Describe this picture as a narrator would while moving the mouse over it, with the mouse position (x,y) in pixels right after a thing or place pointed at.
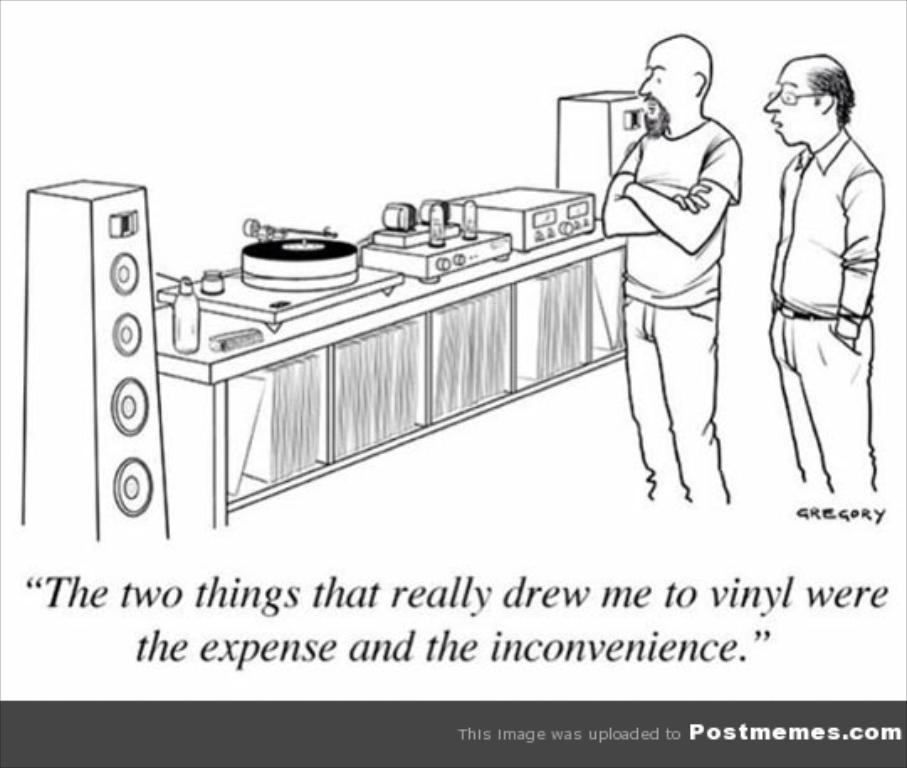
In this image we can see the sketch (343,211) and some text (493,642) at the bottom (242,646).
